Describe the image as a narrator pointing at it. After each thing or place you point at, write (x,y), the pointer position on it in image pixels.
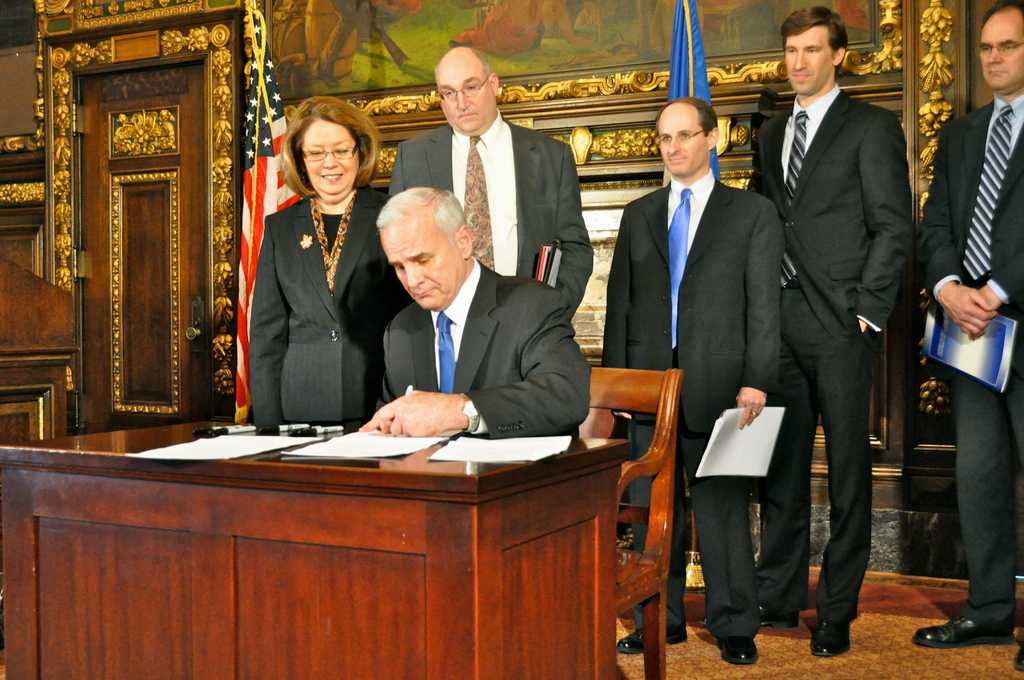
This picture shows a man (559,314) Seated on the chair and writing on a paper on the table (537,475) and 5 people (702,121) are standing at the back of him and we see a flag (706,80).
